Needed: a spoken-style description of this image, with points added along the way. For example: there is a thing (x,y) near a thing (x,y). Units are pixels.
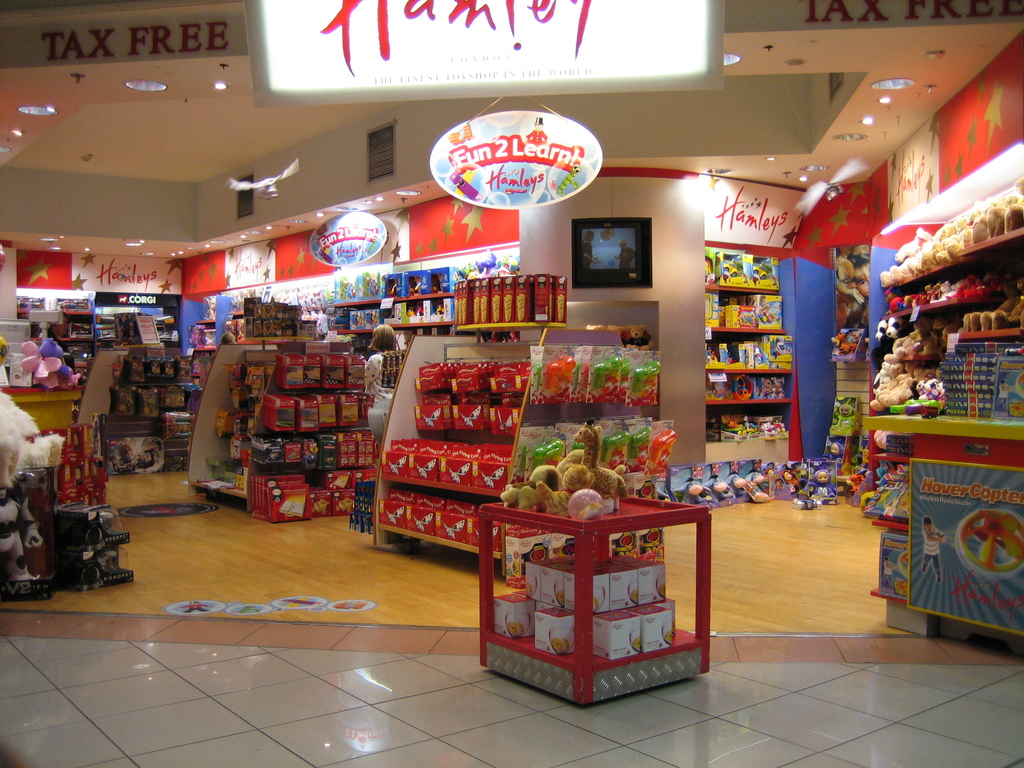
This image is clicked inside a toy store (600,95), there are many toys (424,424) in the racks (582,697) all over the place and over the right side (882,329) there are toys (896,339) in the racks (1012,254), the front floor (219,726) is of tiles (300,684) followed by wooden floor (300,587) and over the ceiling (351,119) there are ad banners (484,43).
